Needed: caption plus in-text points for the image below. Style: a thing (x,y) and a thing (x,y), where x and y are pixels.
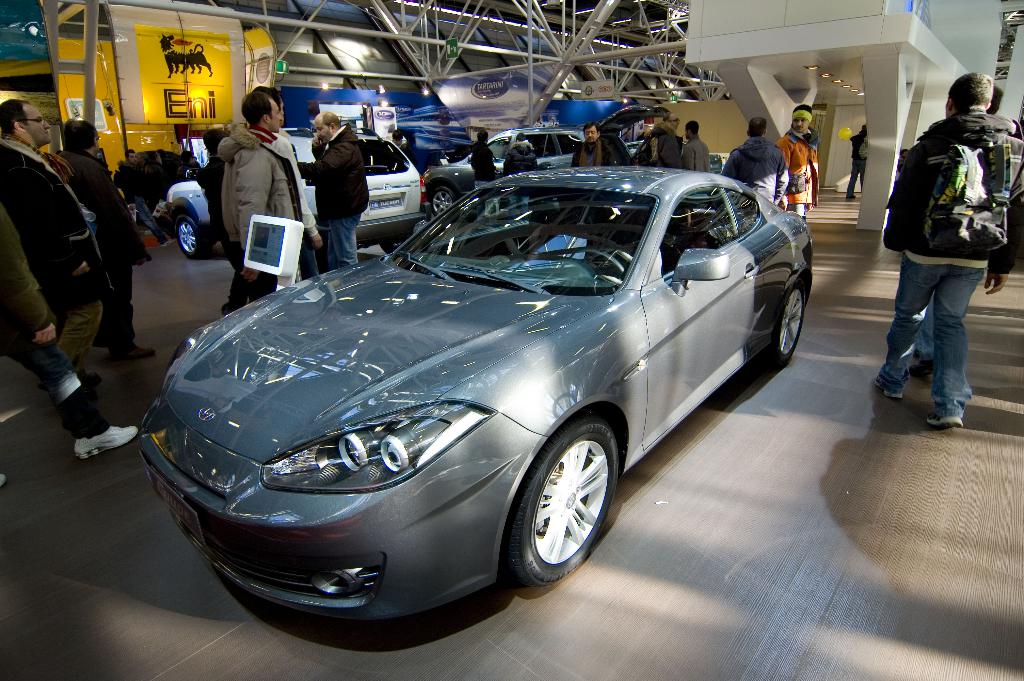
In this picture we can see few cars (561,230) and group of people (913,227), in the background (581,113) we can see few lights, hoardings (241,65) and metal rods (445,78).
